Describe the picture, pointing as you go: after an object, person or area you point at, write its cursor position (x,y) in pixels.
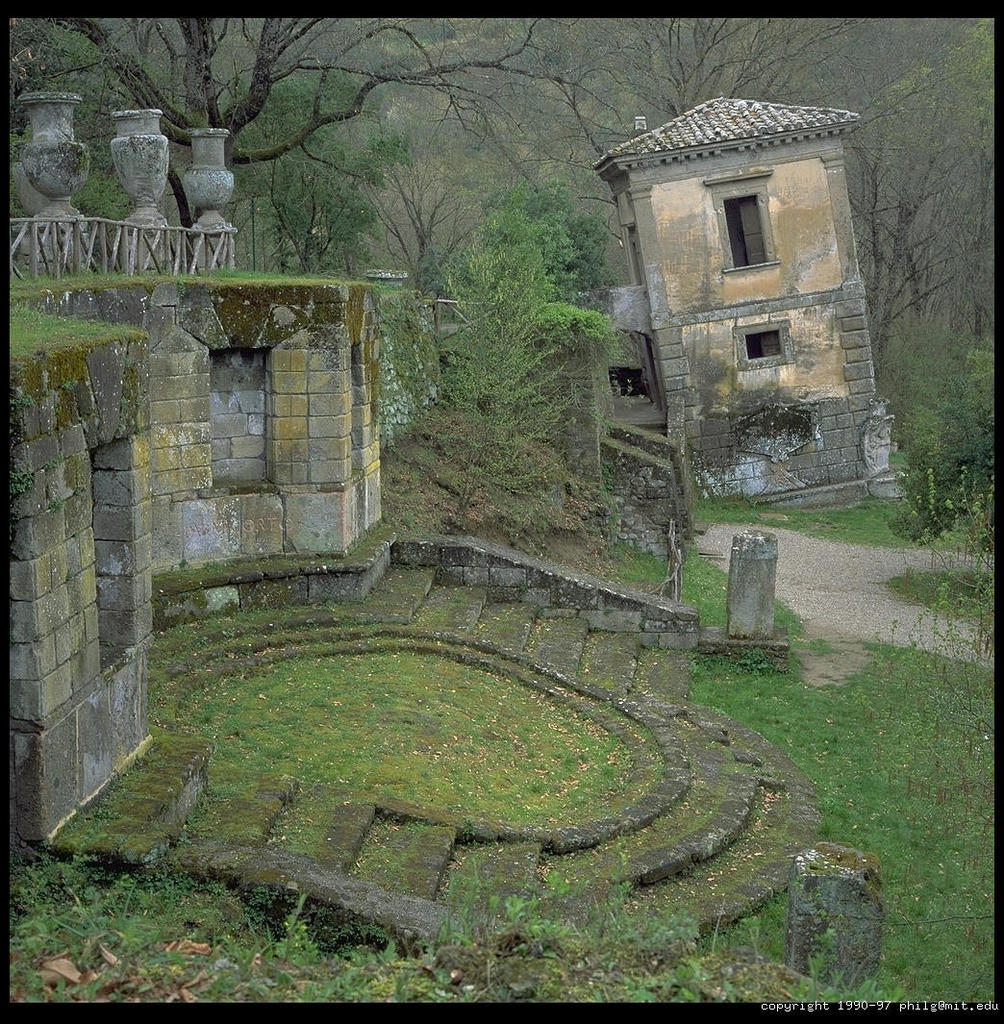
In this image I can see the ground (907,723), some grass (928,740) on the ground (897,750), few stairs (770,774), few buildings (794,339), the railing (93,233) and few trees (436,214) which are green in color.
